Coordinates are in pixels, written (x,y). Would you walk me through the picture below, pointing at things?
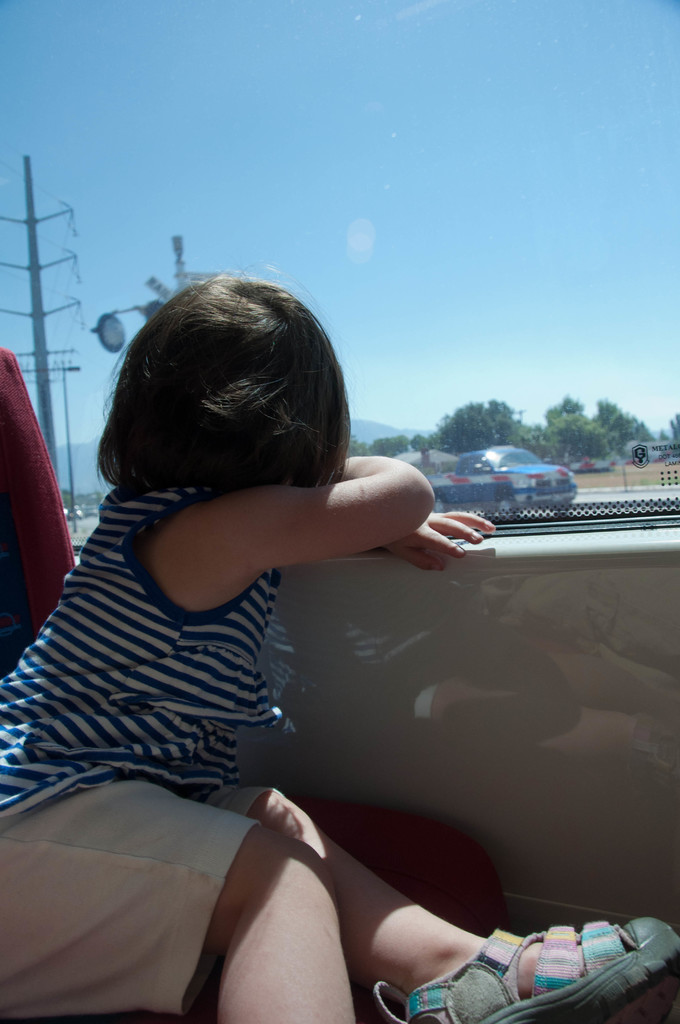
In this image, this kid (215,712) is sitting on a seat (63,576). This picture was taken inside the vehicle (543,867). This looks like a window (493,499). I can see a car (479,469), trees (581,426), poles (177,246) and the sky (294,147) through the window (534,503).
